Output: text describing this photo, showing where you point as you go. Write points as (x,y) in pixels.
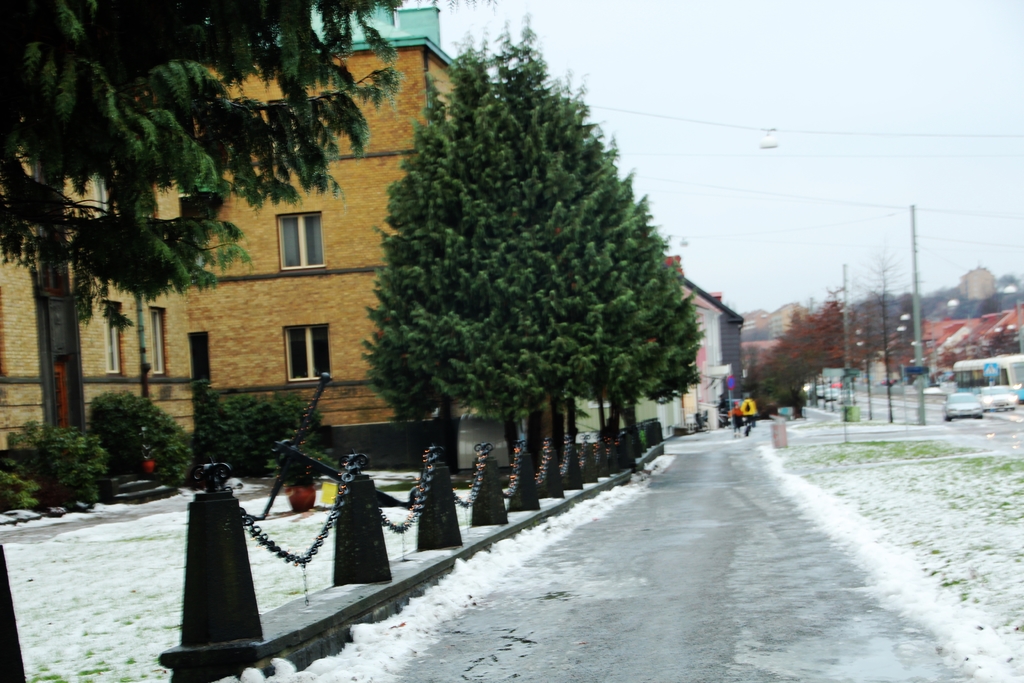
In this picture we can see buildings (295,221) on the left side (336,235), there are trees (489,334) here, on the right side (1003,397) there are two cars (997,408) traveling on the road (1011,419), we can see poles (847,317) and trees (838,335) in the background (879,340), there is the sky (897,217) at the top of the picture (888,118), at the bottom (963,553) there is snow (940,559).
